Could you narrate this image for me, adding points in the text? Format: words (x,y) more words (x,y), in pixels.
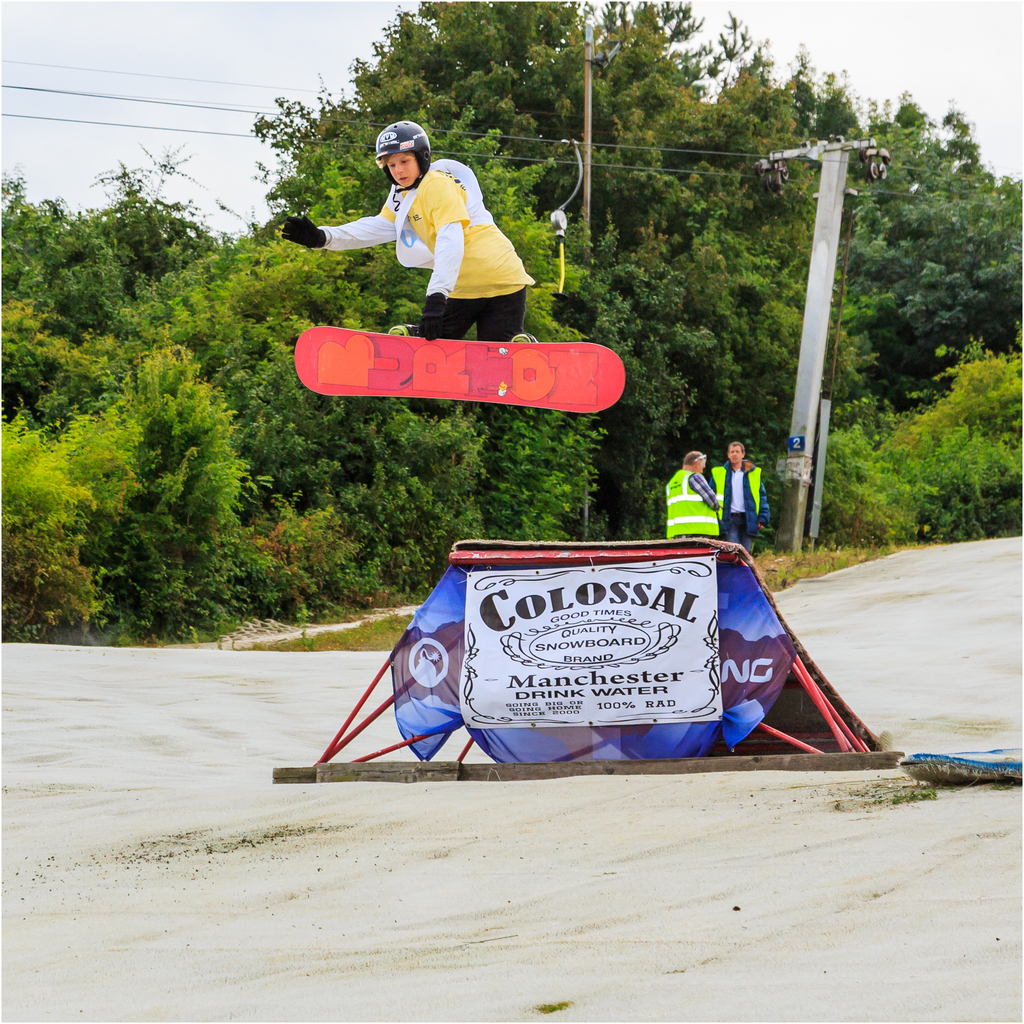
In this picture we can see a person (473,302) skiing on a ski board (471,358), person (460,298) wore a helmet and gloves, in the background (370,202) there is an electric pole (818,301) and some trees (669,253), we can see two persons (747,472) standing here, there is a board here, we can see sky (246,72) at the top of the picture (244,83).
